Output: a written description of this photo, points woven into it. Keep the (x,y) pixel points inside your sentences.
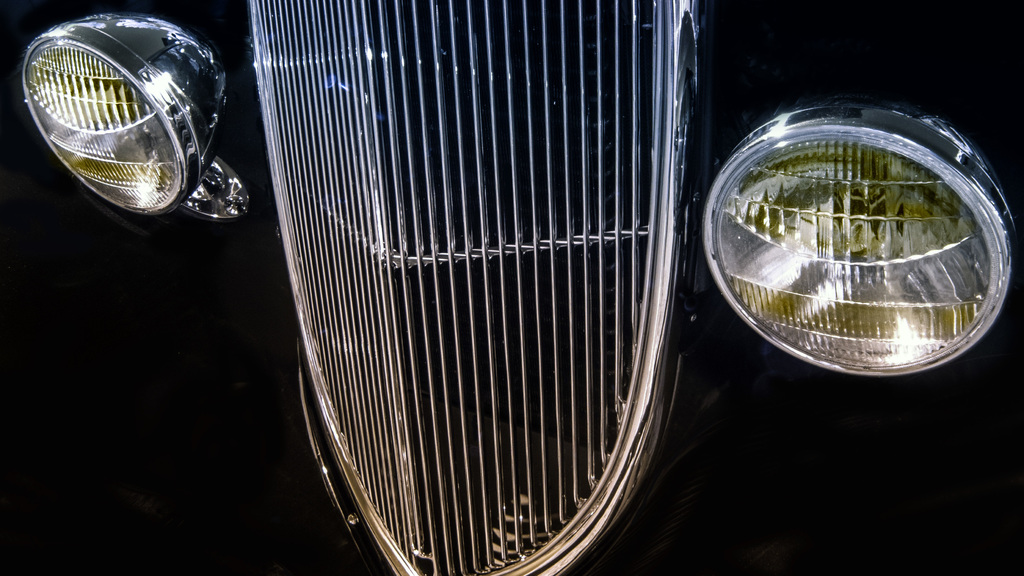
In this image we can see a front body (396,7) of a vehicle (977,384), there are two light (150,136) one on the left side (209,93) and one on the right side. In the background (803,53) there is black.
